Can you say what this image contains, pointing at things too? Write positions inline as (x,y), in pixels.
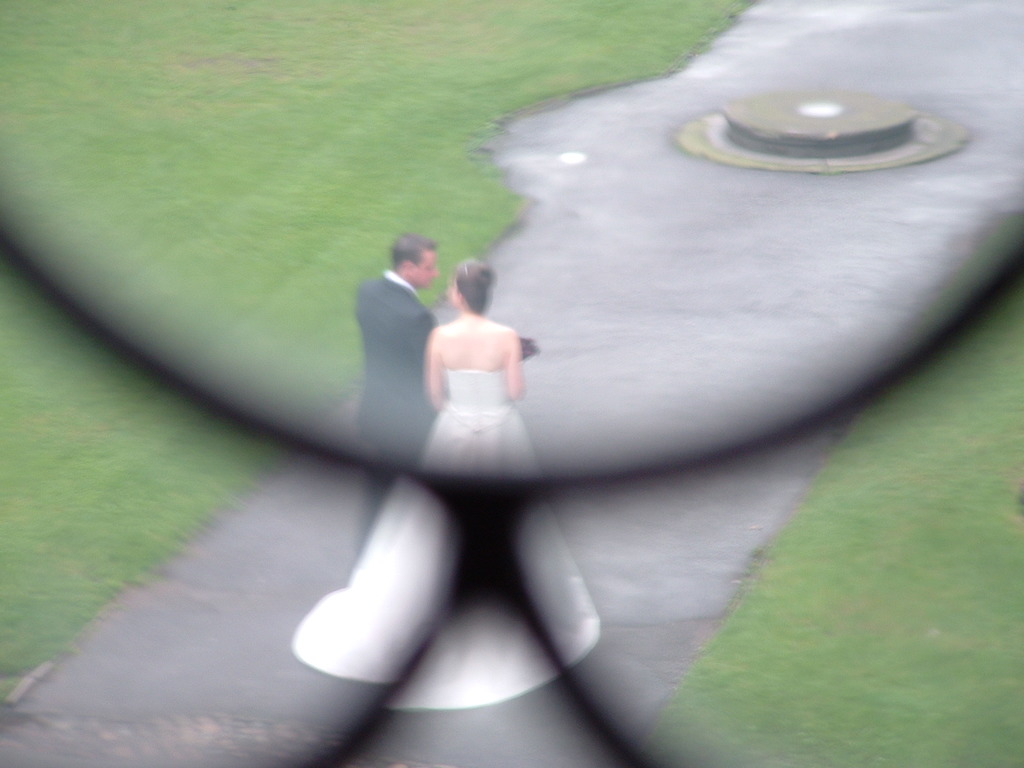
In the foreground of the picture (423,473) there is an object (466,485). In the center of the picture (413,342) there is a couple (460,389) walking on the path (744,383). On the right (914,751) there is grass (964,750). On the left (185,163) there is grass (679,49). At the top (828,91) there is an object (812,149).
